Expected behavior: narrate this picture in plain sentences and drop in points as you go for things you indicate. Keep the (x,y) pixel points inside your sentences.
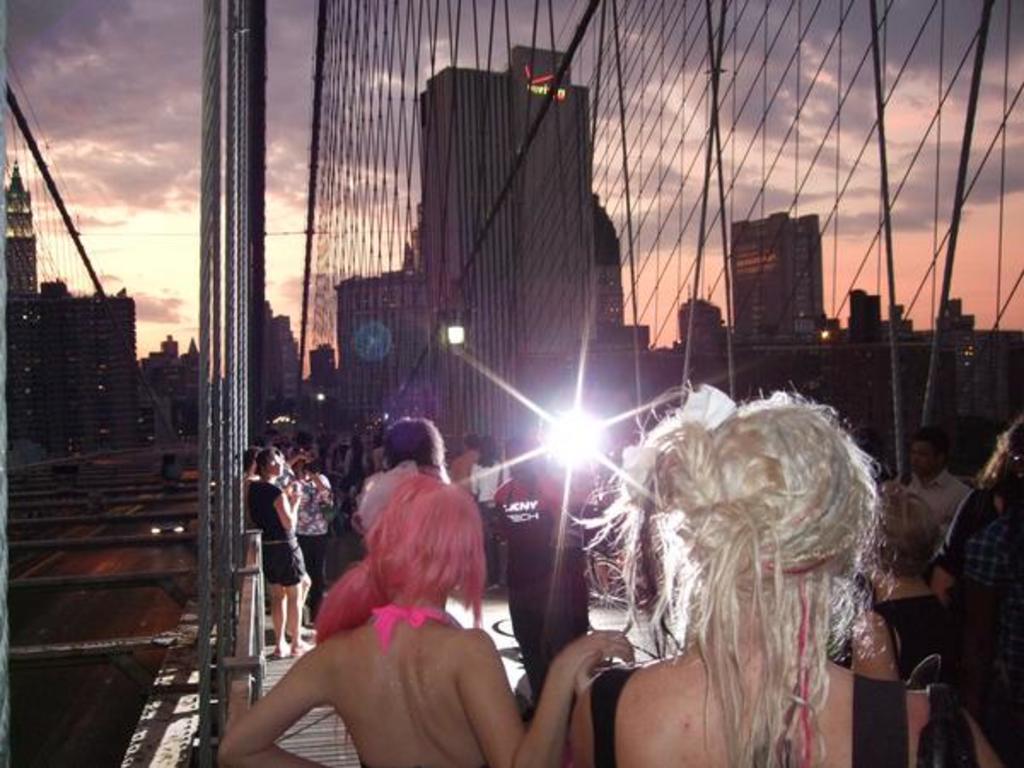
In this image I can see number of people (535,571) are standing. I can also see number of buildings (516,297), few lights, clouds (147,68) and the sky (123,49).
